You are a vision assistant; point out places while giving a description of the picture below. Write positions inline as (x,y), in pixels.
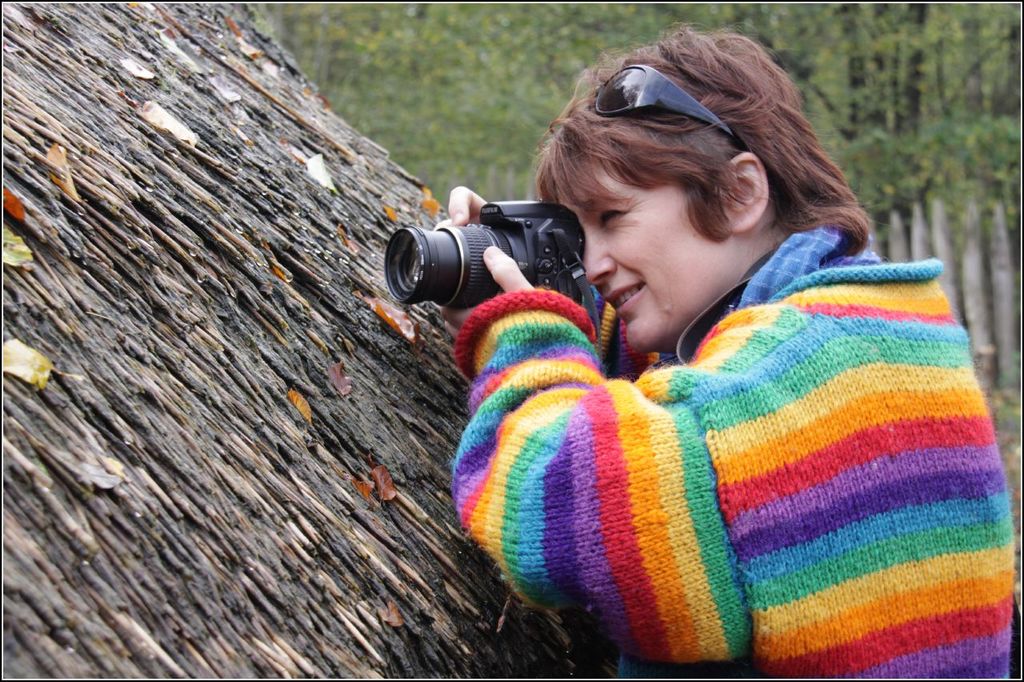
This picture shows a woman (611,218) holding a camera (548,230) and taking a picture and we see trees (864,75) on her back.
